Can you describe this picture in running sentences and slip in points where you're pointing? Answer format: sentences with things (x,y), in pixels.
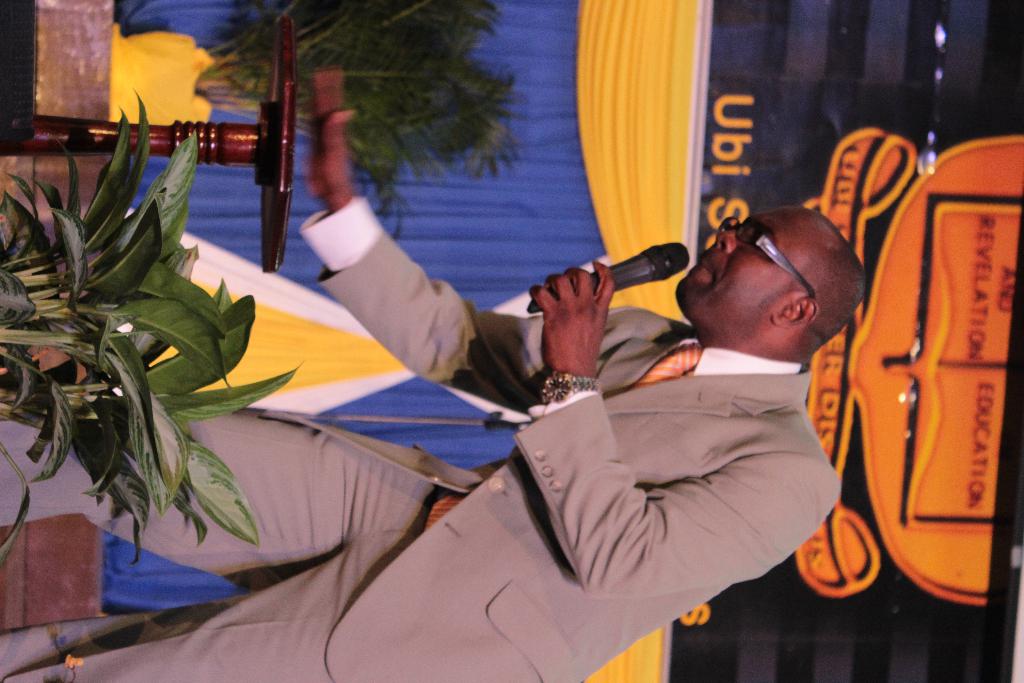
In the image there is a plant (153,333) in the foreground (191,334), behind the plant (135,539) there is a man (605,318) and in front of the man (354,295) there is a table (289,86) and in the background (672,153) there are curtains (428,206), a plant (464,108) and above the curtains (681,56) there is some logo (915,566).
